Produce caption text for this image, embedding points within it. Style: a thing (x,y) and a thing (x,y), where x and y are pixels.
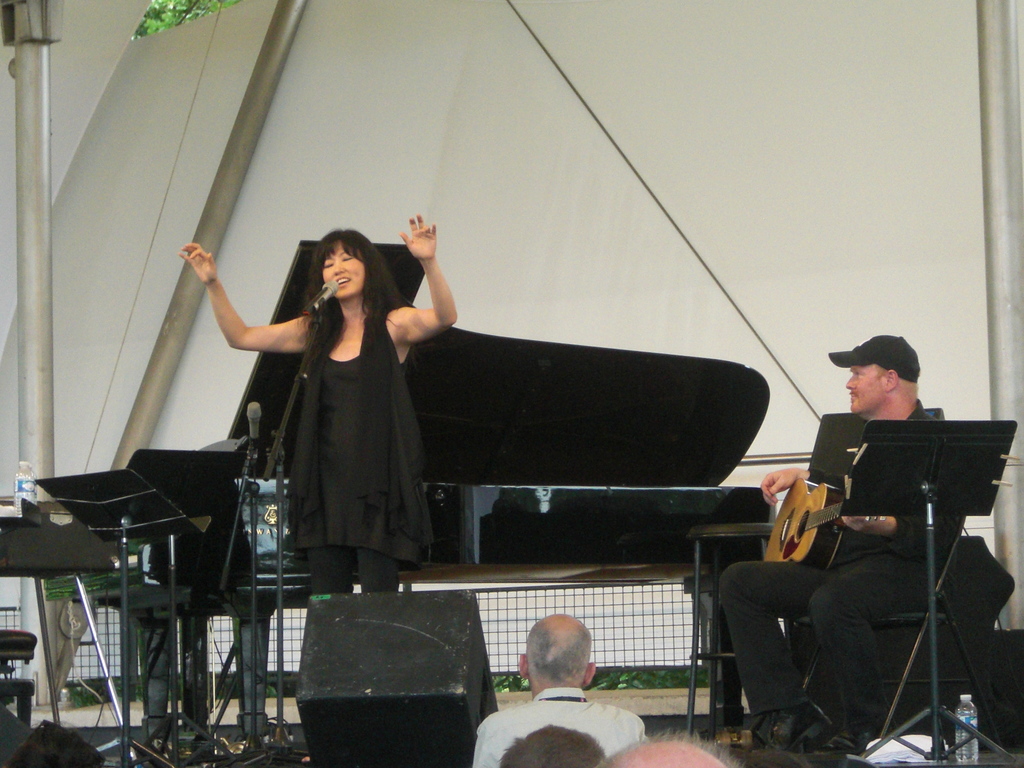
A beautiful woman (388,390) is standing and singing, she wore black color dress (384,409). On the right side (888,572) a man (872,536) is sitting and playing the guitar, he wore black color dress (867,562), cap (904,374).
